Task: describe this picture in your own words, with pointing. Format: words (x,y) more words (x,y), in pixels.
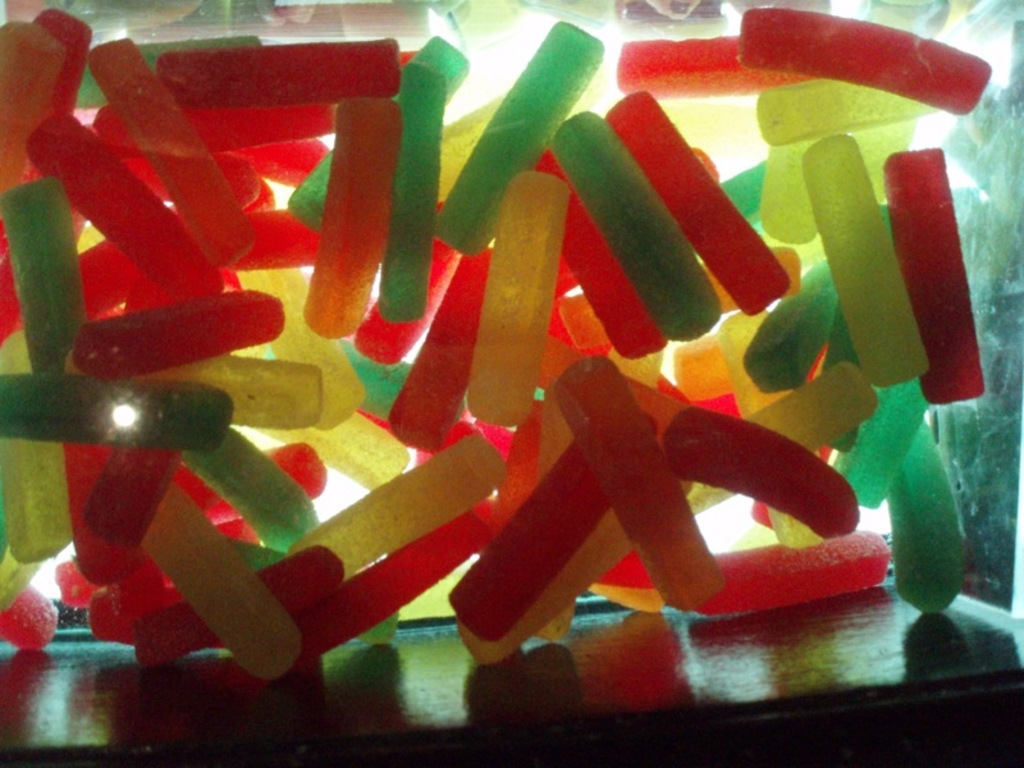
In the picture I can see the different colored gummy candy objects (760,245) and looks like they are inside the glass wooden box (724,159).
